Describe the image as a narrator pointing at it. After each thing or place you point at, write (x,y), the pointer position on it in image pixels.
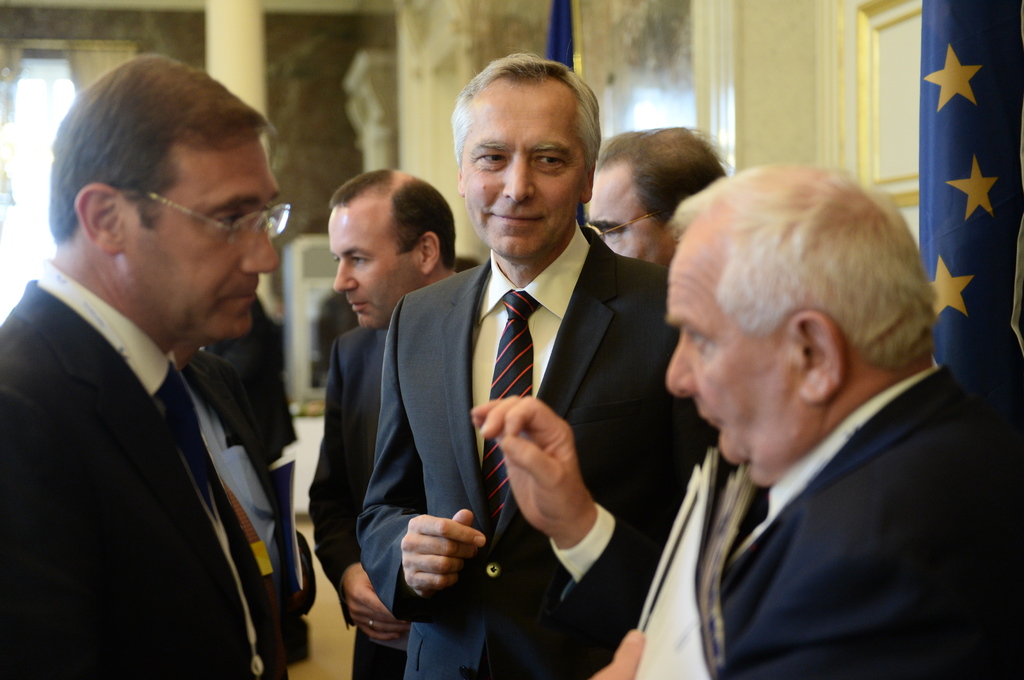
In the image there are a group of men (177,467) standing in the foreground (568,590) and on the right side (932,171) there is a flag (955,241). The background of the men (496,113) is blur.
